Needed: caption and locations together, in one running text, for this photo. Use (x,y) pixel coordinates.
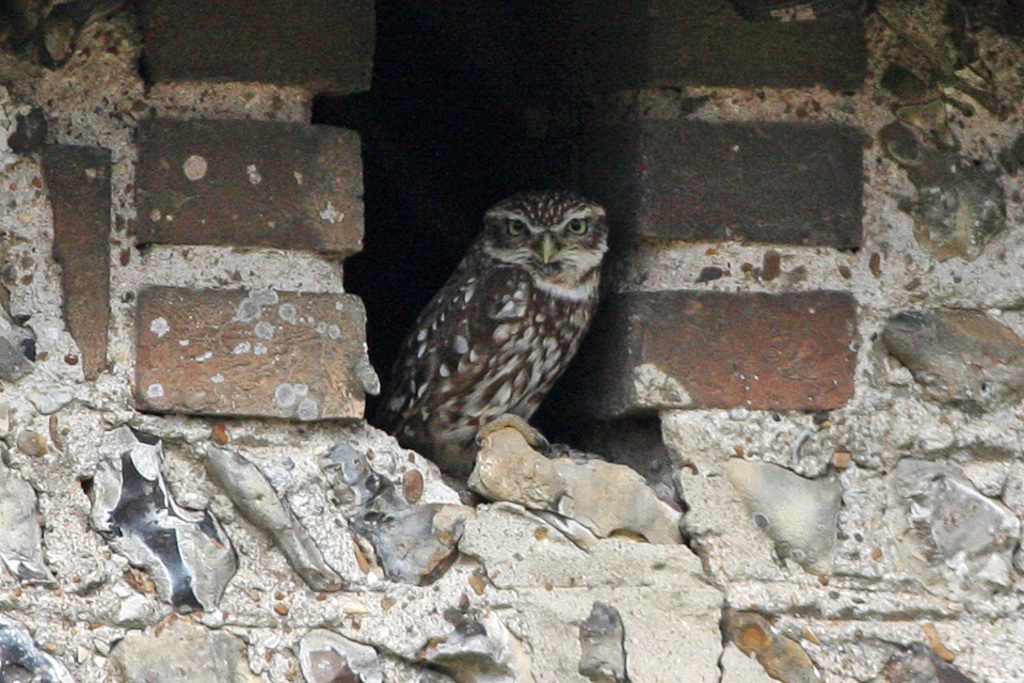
In this image I can see the bird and the bird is in brown and cream color. Background (677,431) the wall (625,286) is in brown and cream color.
